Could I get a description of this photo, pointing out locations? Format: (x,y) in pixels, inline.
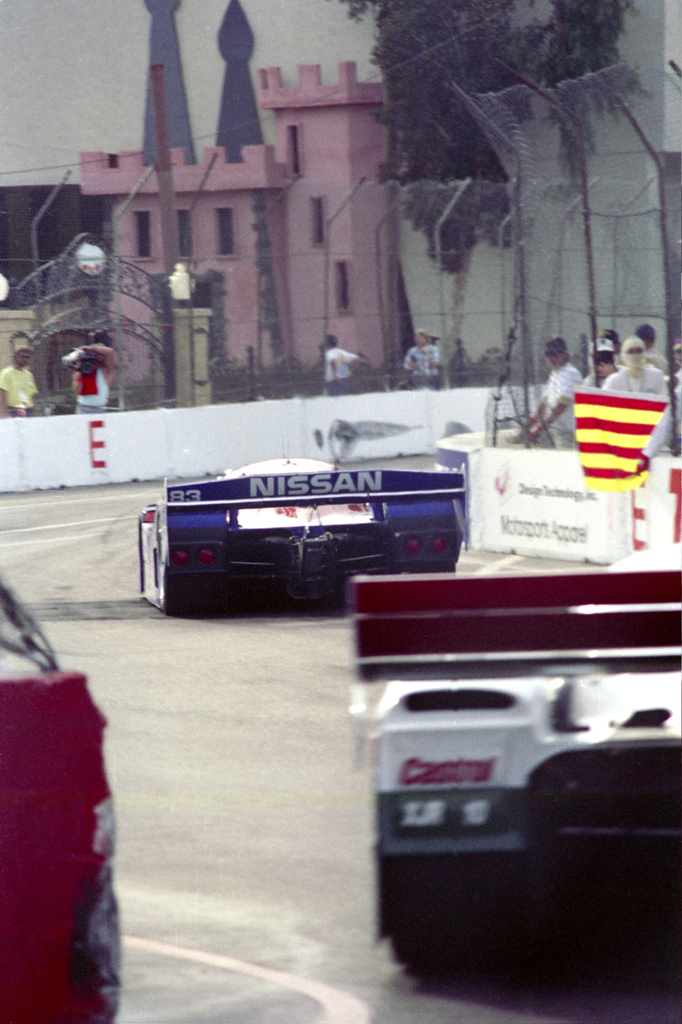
In the foreground of the picture (344,540) there are vehicles (19,698) and road (85,634). On the right (587,398) we can see people (577,374), fencing (527,378), flag (627,475) and wall (594,534). In the background (260,193) there are buildings (268,169), trees (468,71), people (81,376), wall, arch (79,291), lights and other objects (5,317).
